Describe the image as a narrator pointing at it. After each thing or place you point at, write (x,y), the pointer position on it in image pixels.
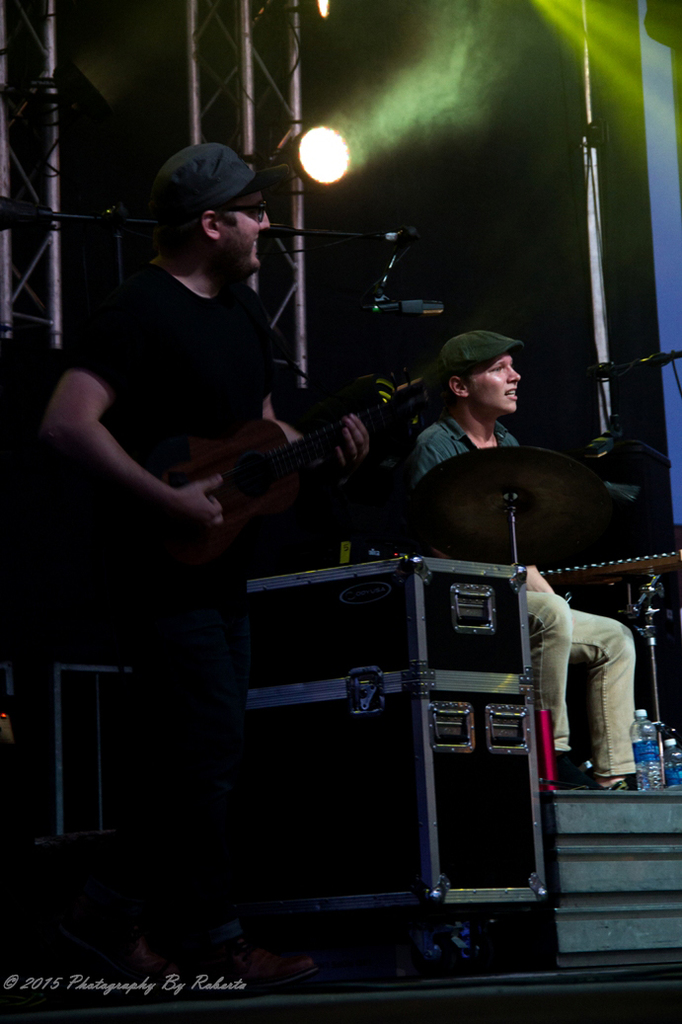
There are two persons (165,407) playing instruments (484,493) and performing on the stage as we can see in the middle of this image (244,403). We can see metal objects (5,154) on the left side of this image (54,114). There is a watermark (104,980) at the bottom of this image (136,991).
